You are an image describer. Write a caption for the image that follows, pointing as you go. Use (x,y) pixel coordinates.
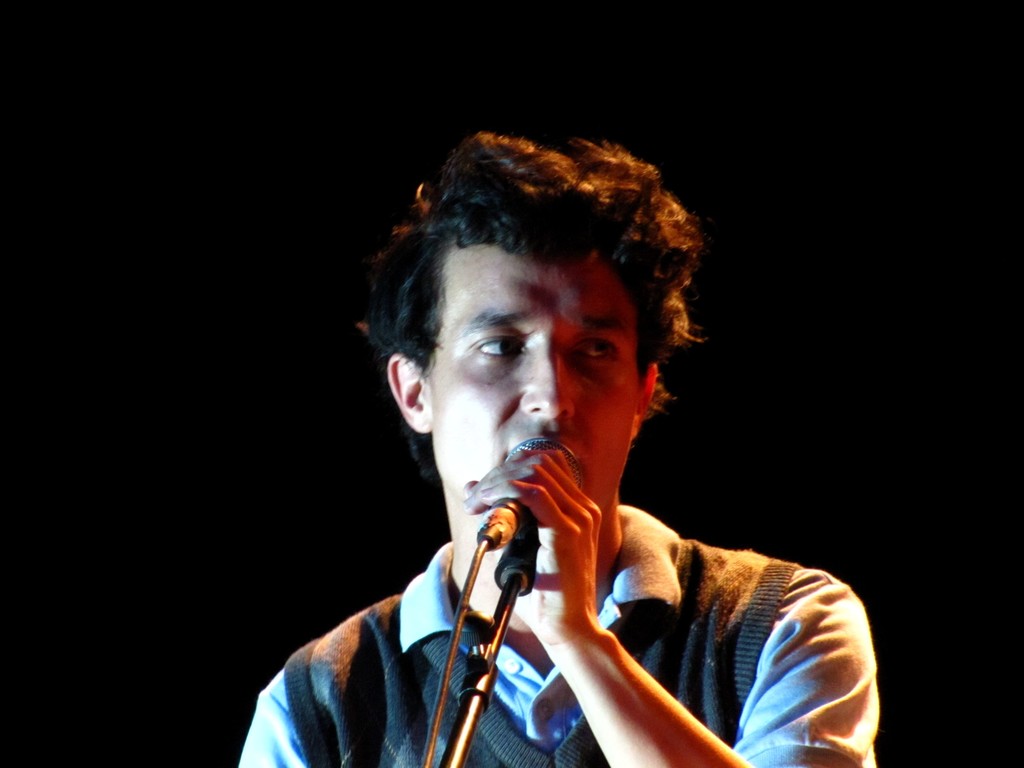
In the image a man (645,572) is standing and holding a microphone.
